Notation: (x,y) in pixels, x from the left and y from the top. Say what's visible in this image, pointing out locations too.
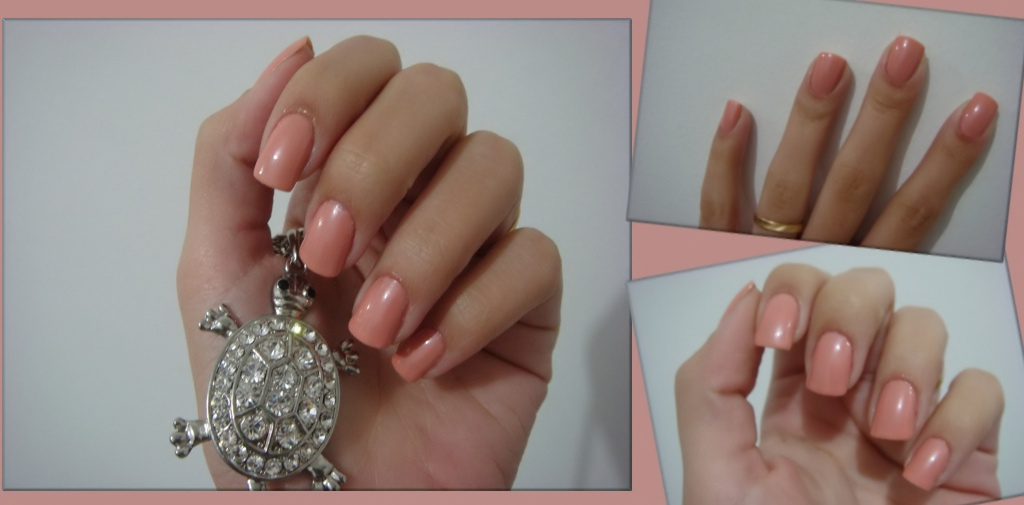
In this image I can see collage of three images. In these three images I can see fingers (735,111) of a person (735,111). In the first image I can see a keychain (286,341). In the second image I can see a ring (789,226) to one of her fingers (774,211). In the third image she is showing her fingers (809,369).
